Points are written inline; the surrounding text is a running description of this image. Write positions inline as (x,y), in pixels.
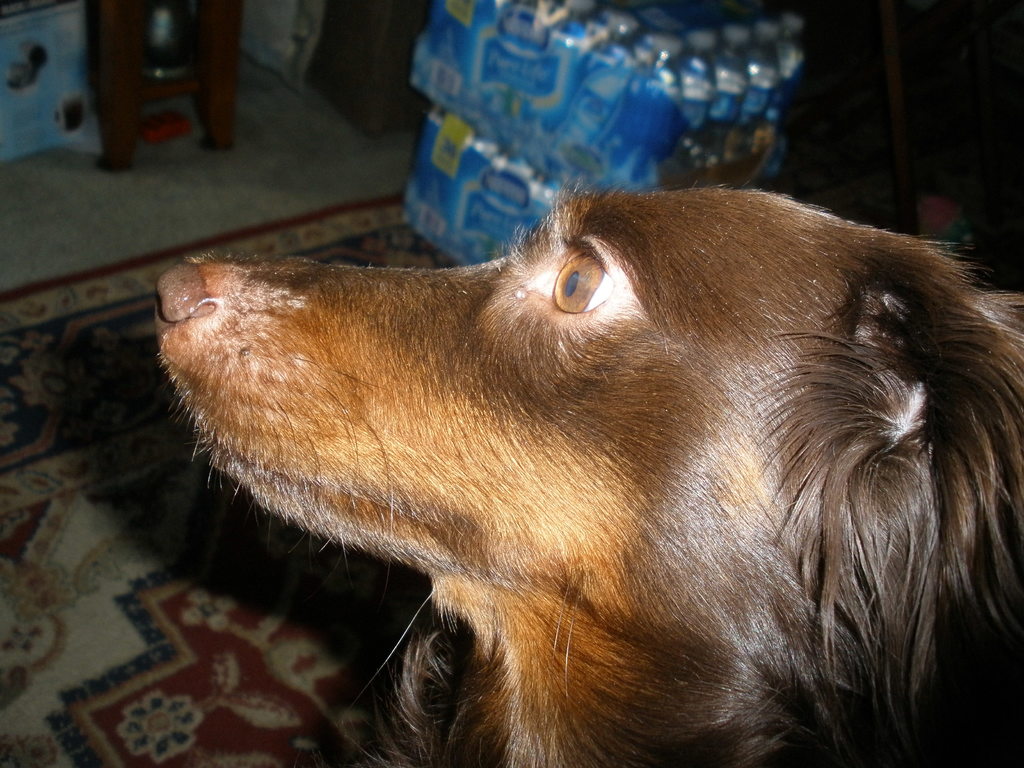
In the image there is a dog (651,539) and behind the dog (402,322) there are some set of bottles (550,104) kept on a carpet (127,612).
